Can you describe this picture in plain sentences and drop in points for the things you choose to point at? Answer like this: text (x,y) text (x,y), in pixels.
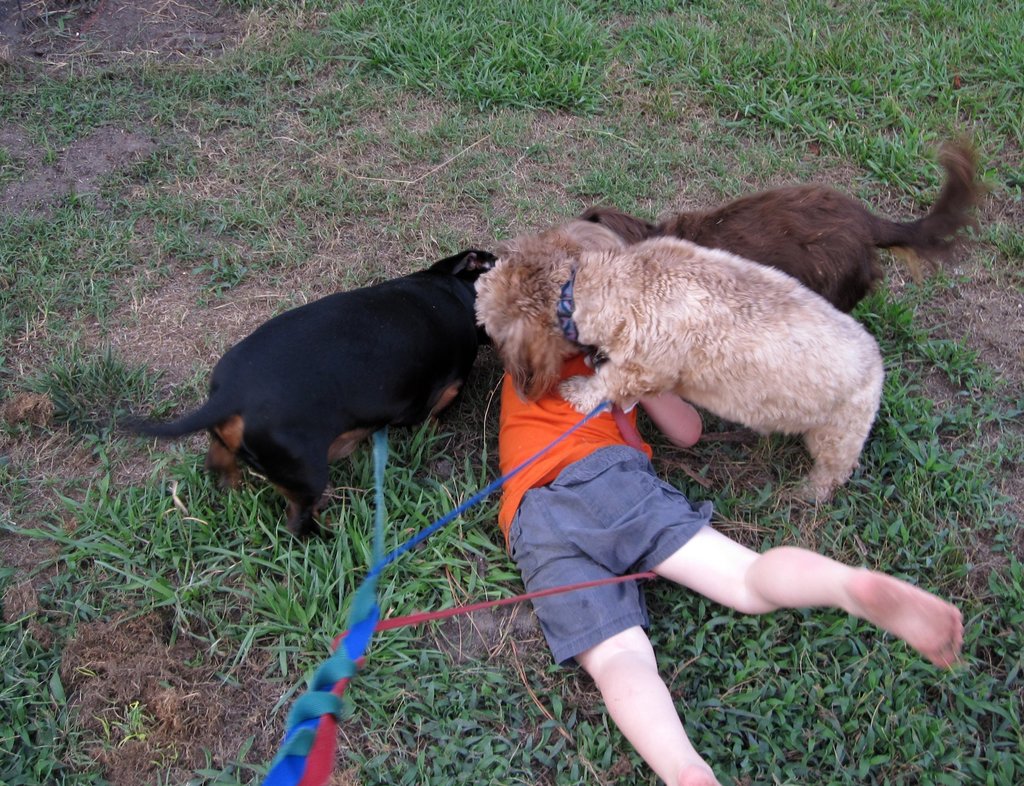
In this image, we can see a person (584,439) on the ground (871,753) and three dogs (633,326) playing with the person (562,413), we can see some grass (493,463) on the ground (377,228).
